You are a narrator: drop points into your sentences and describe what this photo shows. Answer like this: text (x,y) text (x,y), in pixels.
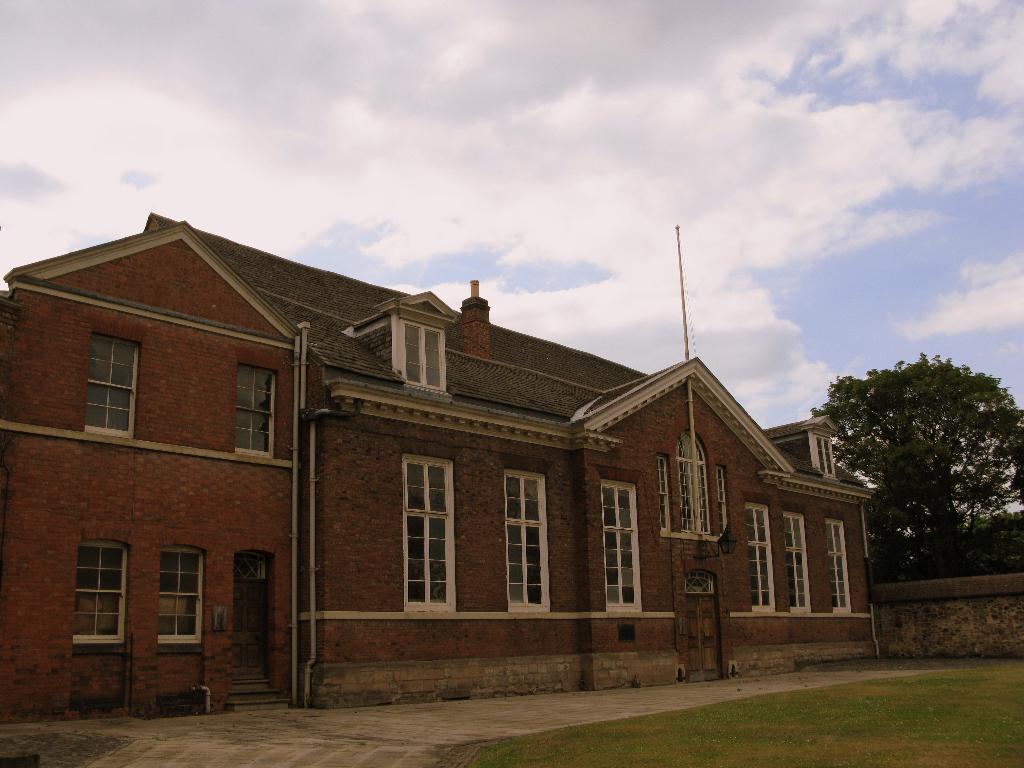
Here we can see a building (70,463), windows (624,570), pole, doors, pipes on the wall (643,546) and on the ground (727,725) we can see grass (878,700) and on the right (974,527) there are trees (949,523) and a wall (962,606). In the background (486,119) we can see clouds (512,142) in the sky (654,167).
